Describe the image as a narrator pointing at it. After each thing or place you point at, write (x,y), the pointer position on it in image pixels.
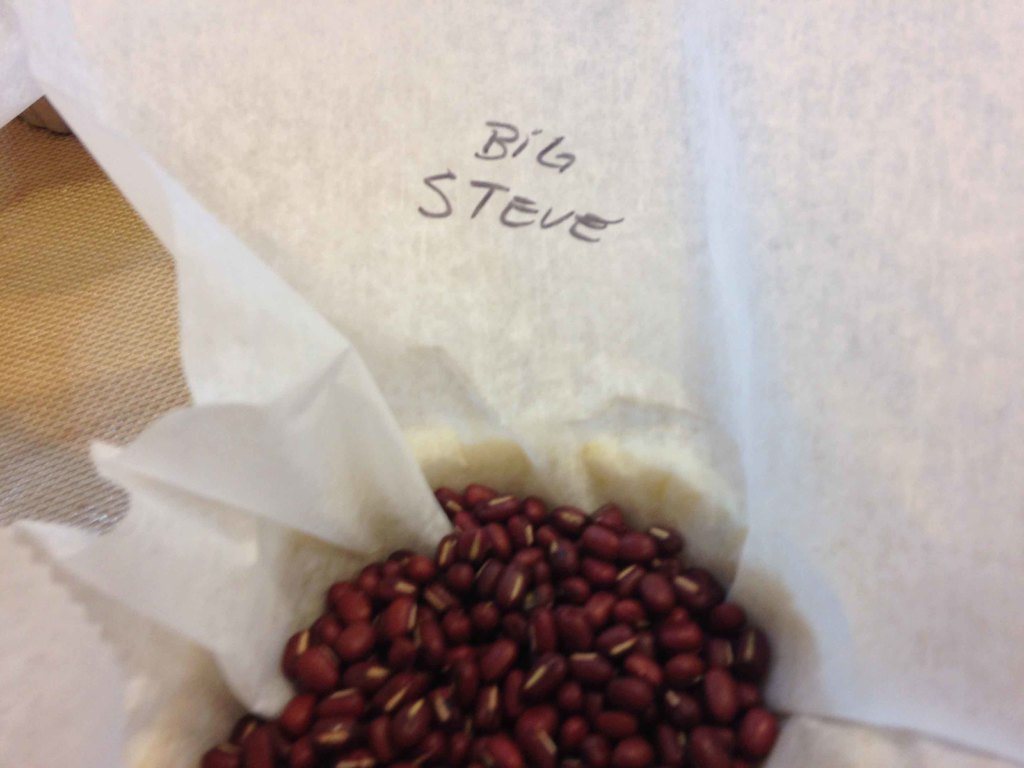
In this image I can see white color tissue (568,348) and few red color seeds (514,650). Background is in brown color.
